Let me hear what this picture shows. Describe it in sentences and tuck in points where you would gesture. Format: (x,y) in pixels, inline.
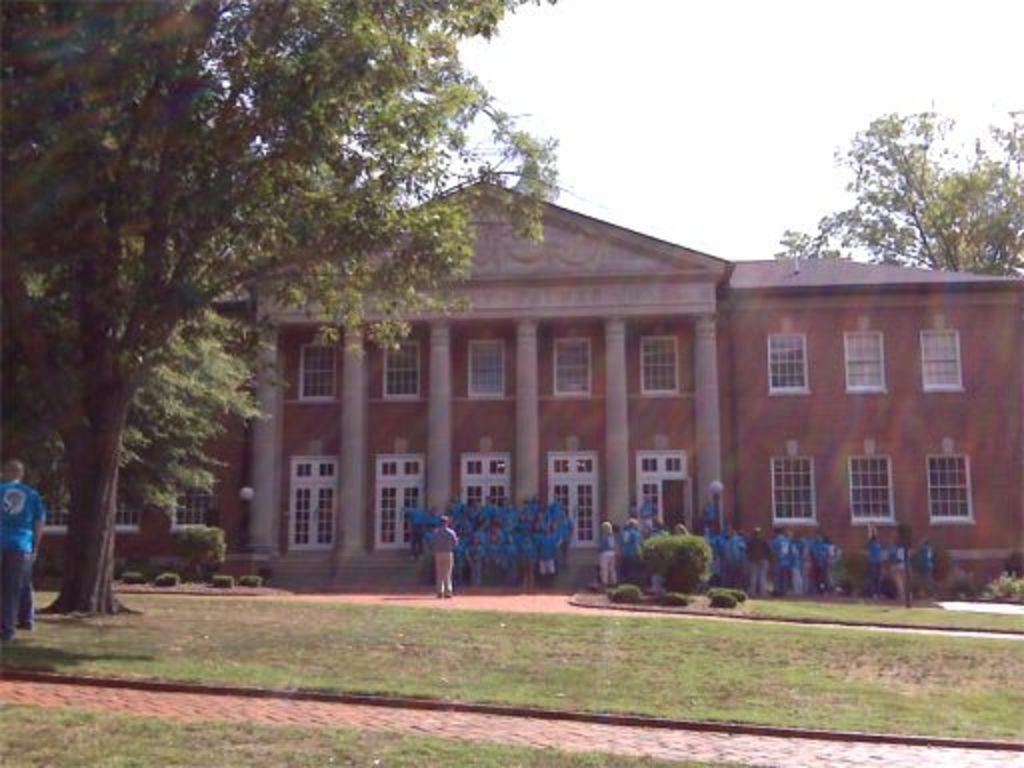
This image is taken outdoors. At the bottom of the image (304,679) there is a floor (688,751) and a ground (179,666) with grass (642,623) on it. At the top of the image (717,121) there is a sky (813,136). On the left side of the image (20,557) a man (20,557) is standing on the ground (211,620) and there is a tree (143,225). In the background (237,438) there is a building (500,380) with a few walls (856,436), windows (567,367), pillars (605,443), doors (473,498) and roof (618,240) and there are a few plants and trees (893,136). In the middle of the image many people (652,520) are standing on the ground (193,624).
